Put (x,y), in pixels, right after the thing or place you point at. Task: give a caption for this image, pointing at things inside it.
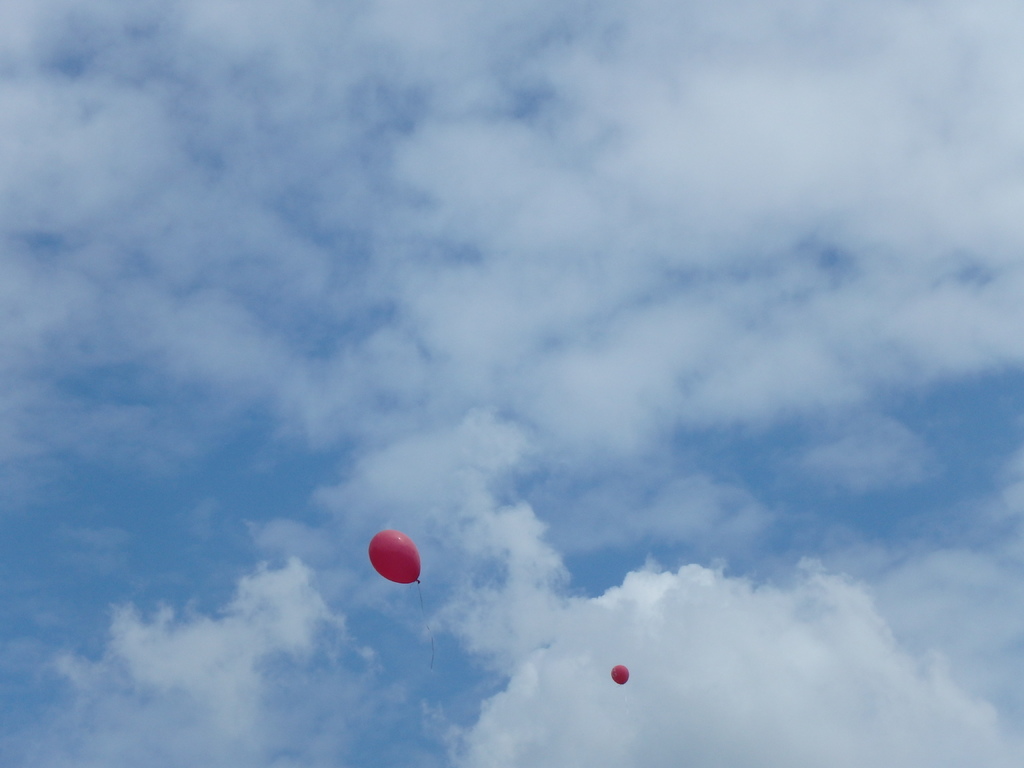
In this image we can see two balloons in the sky (639,526). The sky (596,544) looks cloudy.
